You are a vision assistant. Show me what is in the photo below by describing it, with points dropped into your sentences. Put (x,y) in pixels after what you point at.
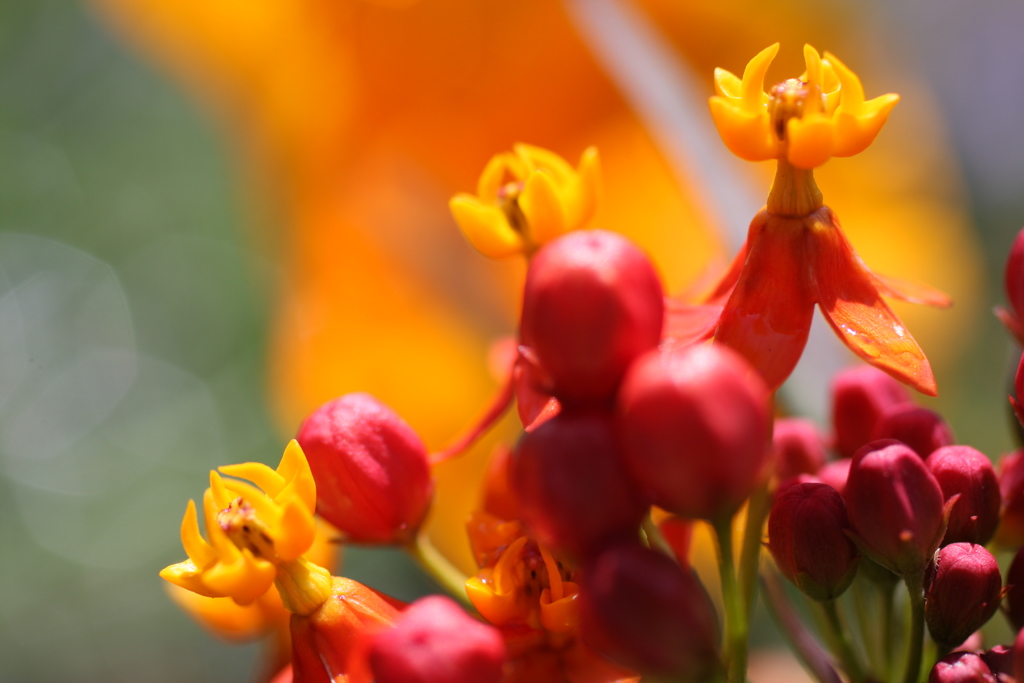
In this picture there are flowers (537,239) and buds (628,336). The buds (679,372) are red in color while the flowers (231,512) are yellow in color. There are stems (885,638). The background (180,222) is blurred.
